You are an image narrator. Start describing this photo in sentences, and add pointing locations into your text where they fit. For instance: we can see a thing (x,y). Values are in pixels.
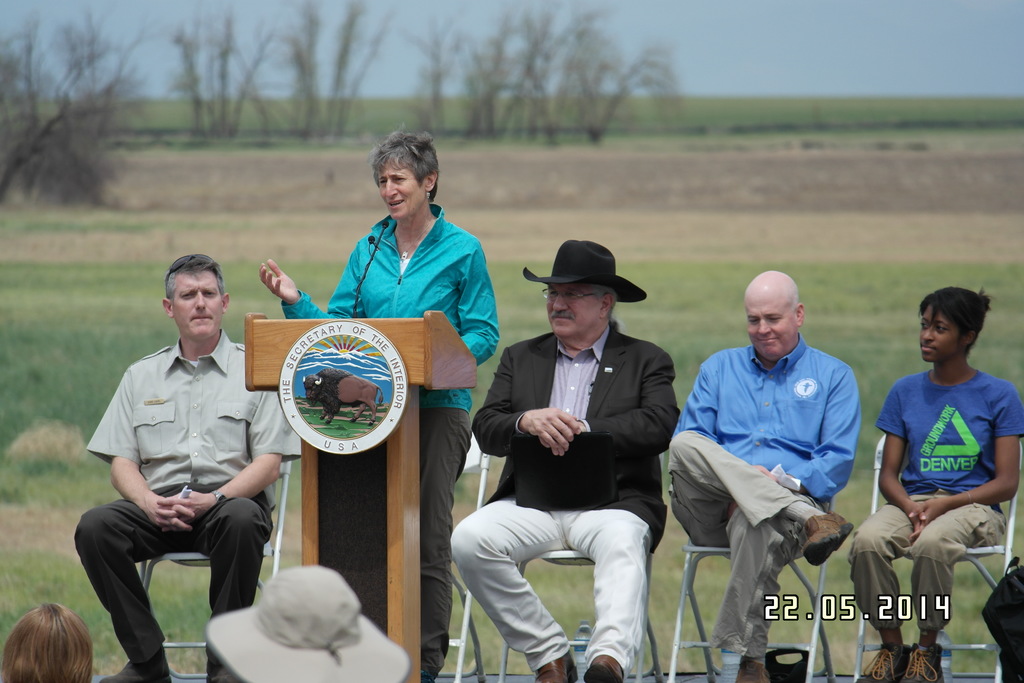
These four people (650,468) are sitting on chairs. In-front of this woman (427,285) there is a podium (384,325). Background (540,71) it is blurry and we can see trees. Under these chairs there are bottles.
